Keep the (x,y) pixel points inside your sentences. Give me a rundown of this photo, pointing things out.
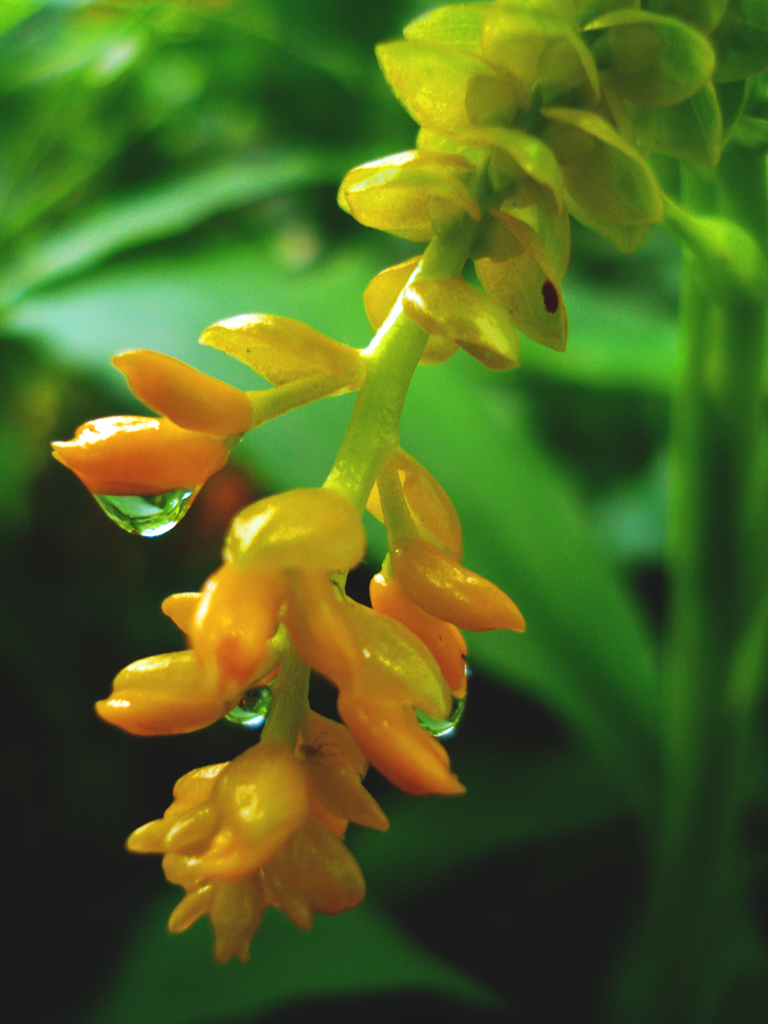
This is a macro photography of a flower (375,225). I can see some leaves (646,502) of the plant (259,535) with a blurred background (483,473).
